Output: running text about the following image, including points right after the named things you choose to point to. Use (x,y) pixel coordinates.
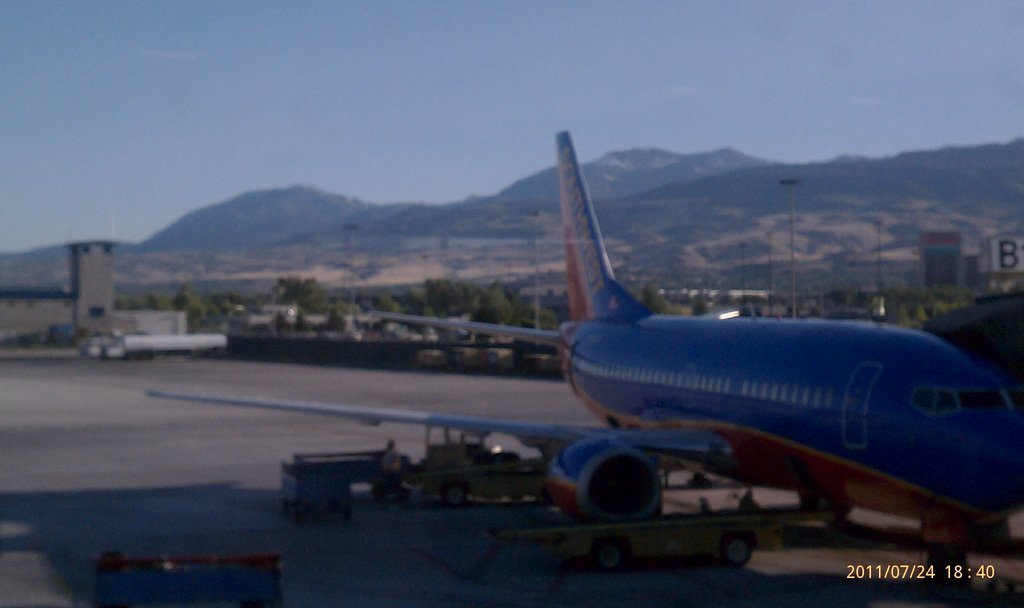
Here we can see an aeroplane (701,395) and vehicles (589,531) and few persons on the road (298,550). In the background (502,296) there are trees (309,311), poles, vehicle (105,346), buildings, mountains (317,273) and sky (870,78).
